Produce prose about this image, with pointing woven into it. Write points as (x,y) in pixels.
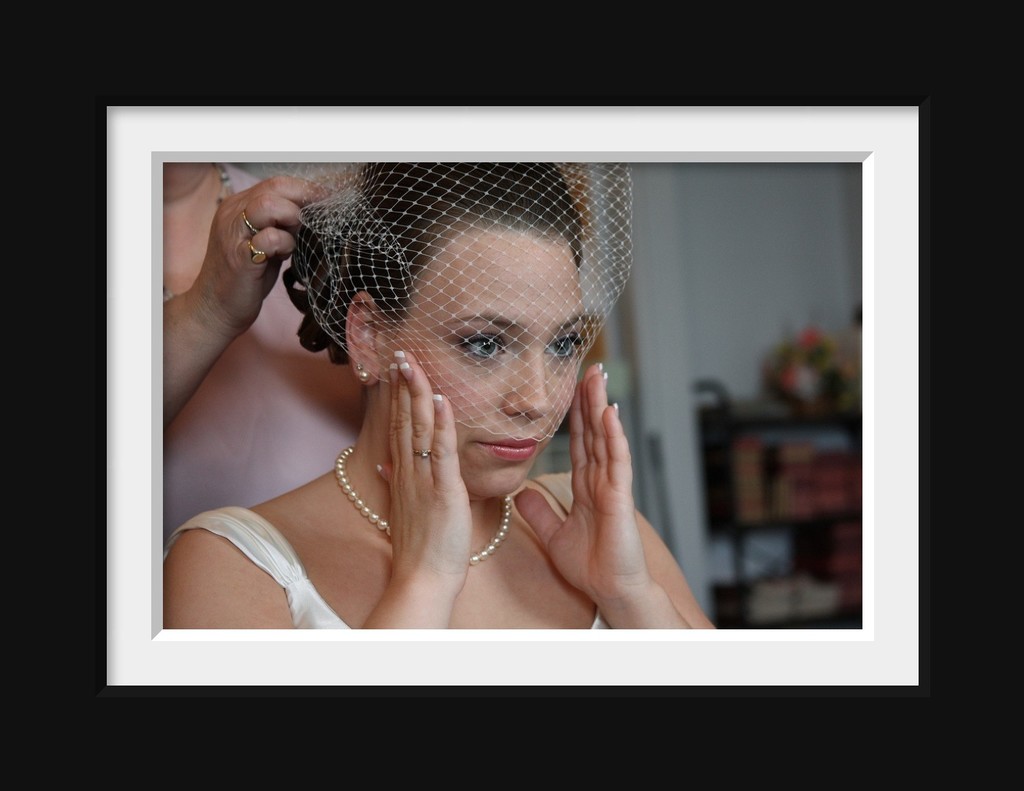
This is a photo frame (140,224). In the background (42,211) the image is dark. In the photo we can see two persons (485,455), wall (751,284) and the background (752,433) is blurry but we can see objects (734,460) on the racks (725,449).
